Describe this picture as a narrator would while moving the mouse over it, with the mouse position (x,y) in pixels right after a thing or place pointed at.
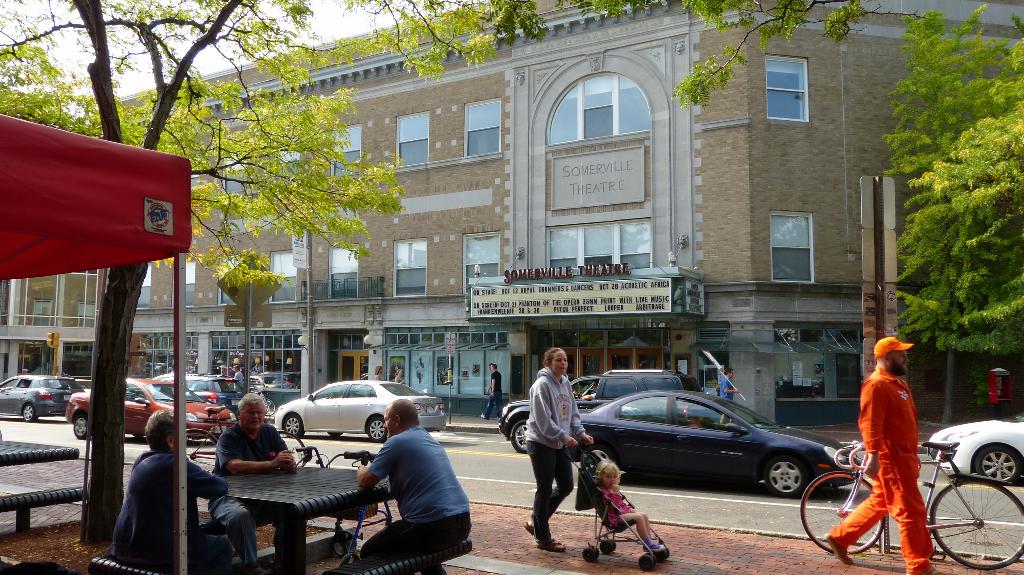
In this image we can see a few people (401,402), some of them are walking on the path (590,525), also we can see bicycles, there are some vehicles (656,441), on the road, there are sign boards (632,295), trees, mailbox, traffic lights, poles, there is a building (218,320), windows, and boards (496,289) with some text (507,279) written on it, there are some tables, benches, tent (69,165), also we can see the sky (193,4).
